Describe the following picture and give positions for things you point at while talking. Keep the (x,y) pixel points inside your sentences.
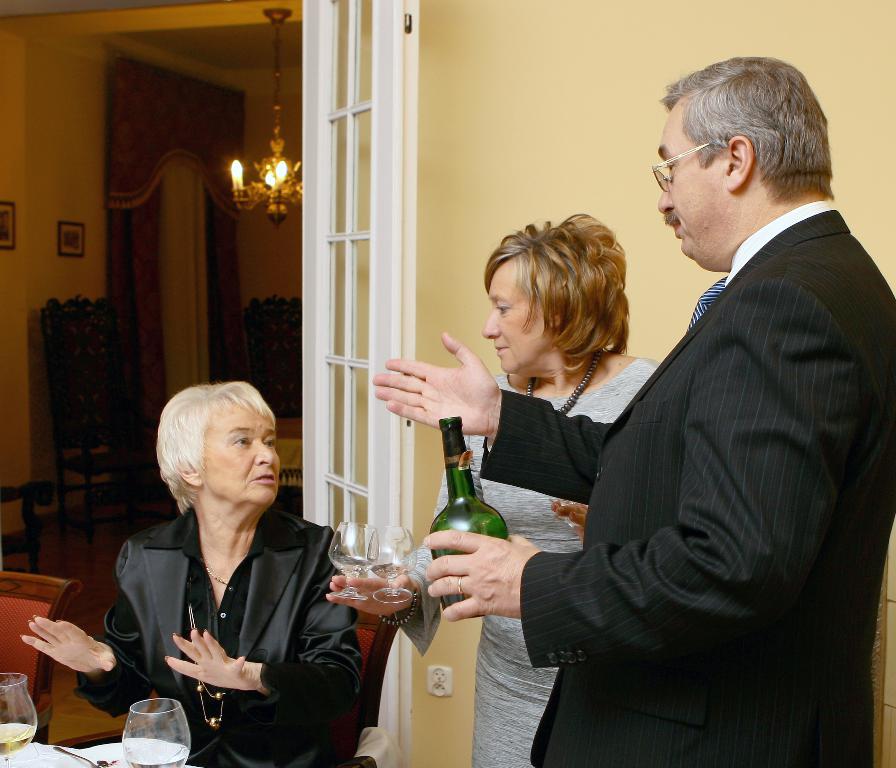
There are three person (601,378) in a room (430,447). In the left (277,692) we have a woman (163,583). She is sitting. The remaining persons (416,396) are standing. We can see the background is a curtain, photo frame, there is a table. There is glass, fork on a table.
